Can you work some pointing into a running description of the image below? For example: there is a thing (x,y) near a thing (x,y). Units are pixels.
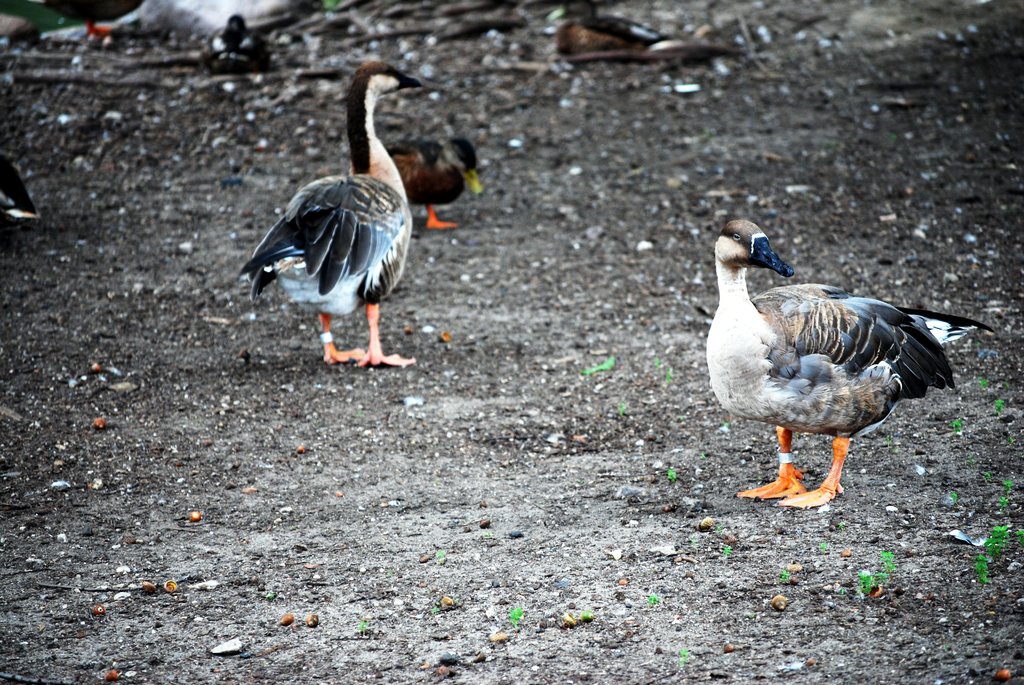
There are ducks (381,184) on the ground (303,441). On the ground (536,437) there are some small plants (892,556).
